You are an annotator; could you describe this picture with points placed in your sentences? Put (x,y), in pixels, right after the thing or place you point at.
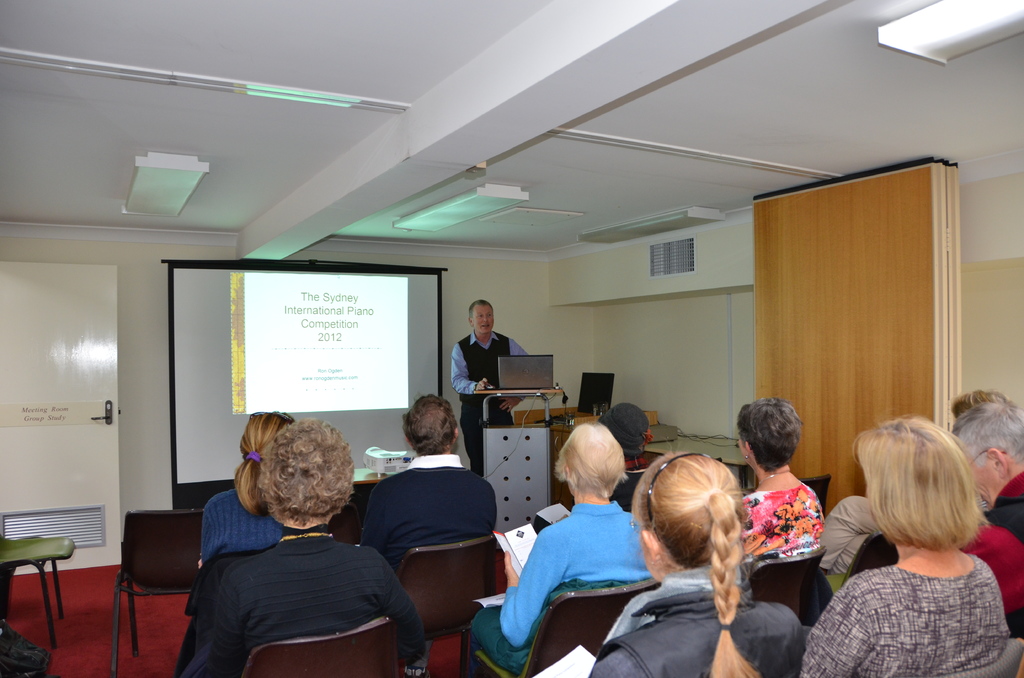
In the picture I can see these people (953,616) are sitting on the chairs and this person (494,336) is standing near the podium (543,462) where laptop (549,384) is placed. In the background (849,184), I can see the wooden wall (781,349), projector screen (382,398), doors (56,531) and the ceiling lights (676,218).
